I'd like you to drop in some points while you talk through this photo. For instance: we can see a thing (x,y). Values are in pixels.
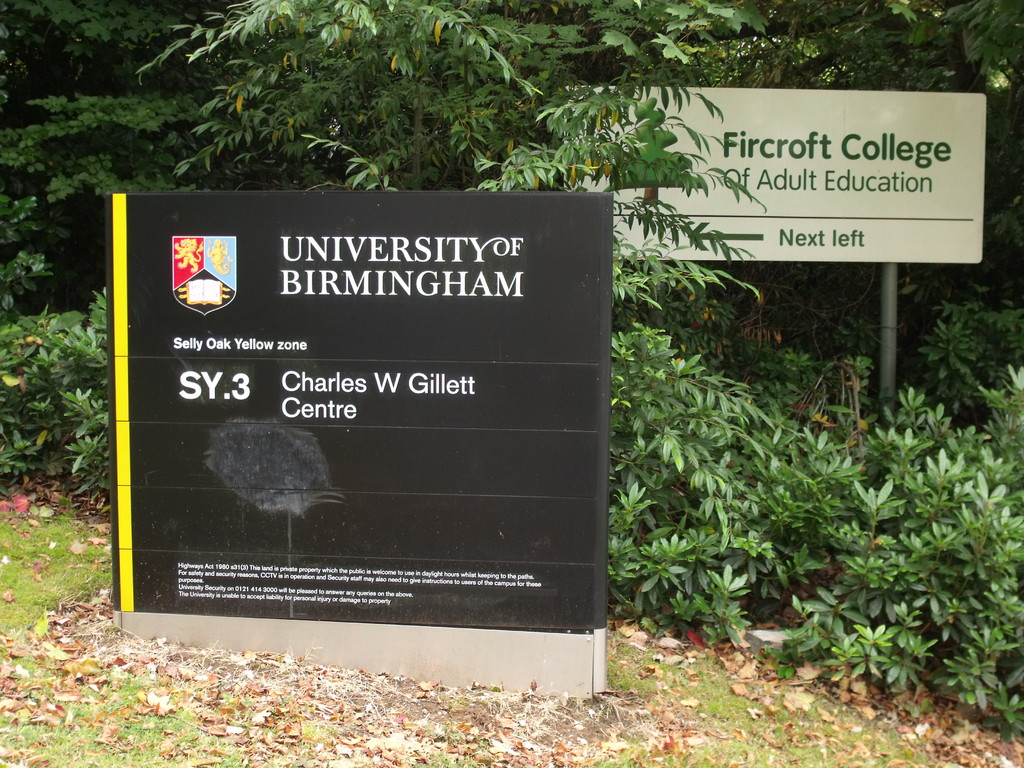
This is an outside view. At the bottom of the image (430,734) I can see the grass (85,735) in green color and there is a black color board (389,420). In the background (351,104) there are some plants (671,266) and trees (447,95), in that I can see a white color board (821,205) on which I can see some text (794,179).
